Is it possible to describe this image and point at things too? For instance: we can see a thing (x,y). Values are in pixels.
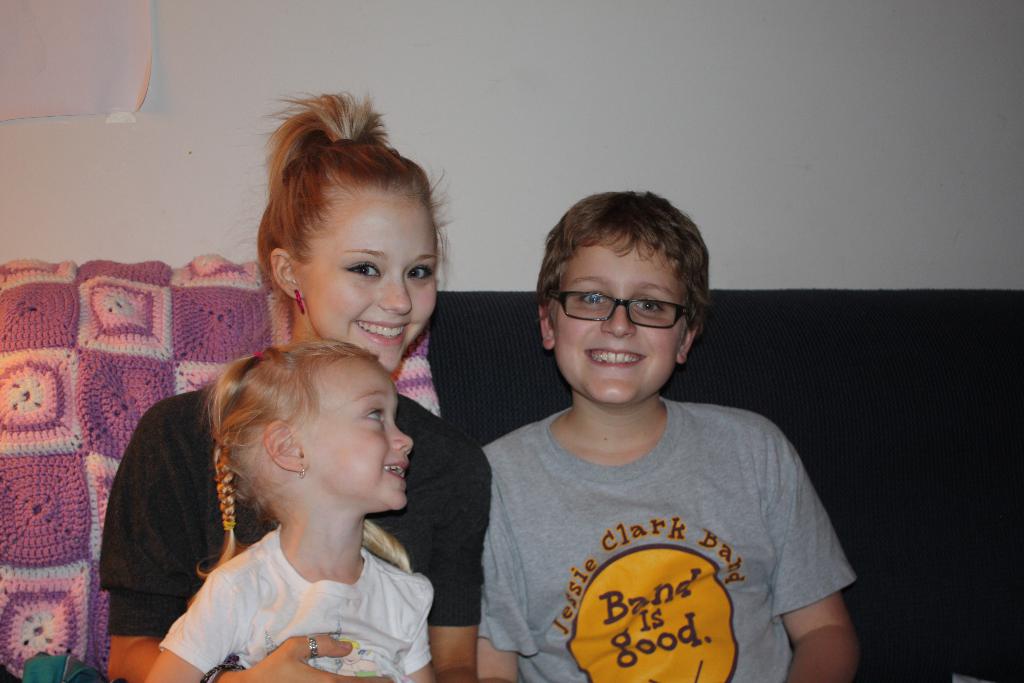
In this image we can see three people (604,464) on the couch (939,498), there is a cloth (88,366) on it, also we can see the white color wall (556,86).
